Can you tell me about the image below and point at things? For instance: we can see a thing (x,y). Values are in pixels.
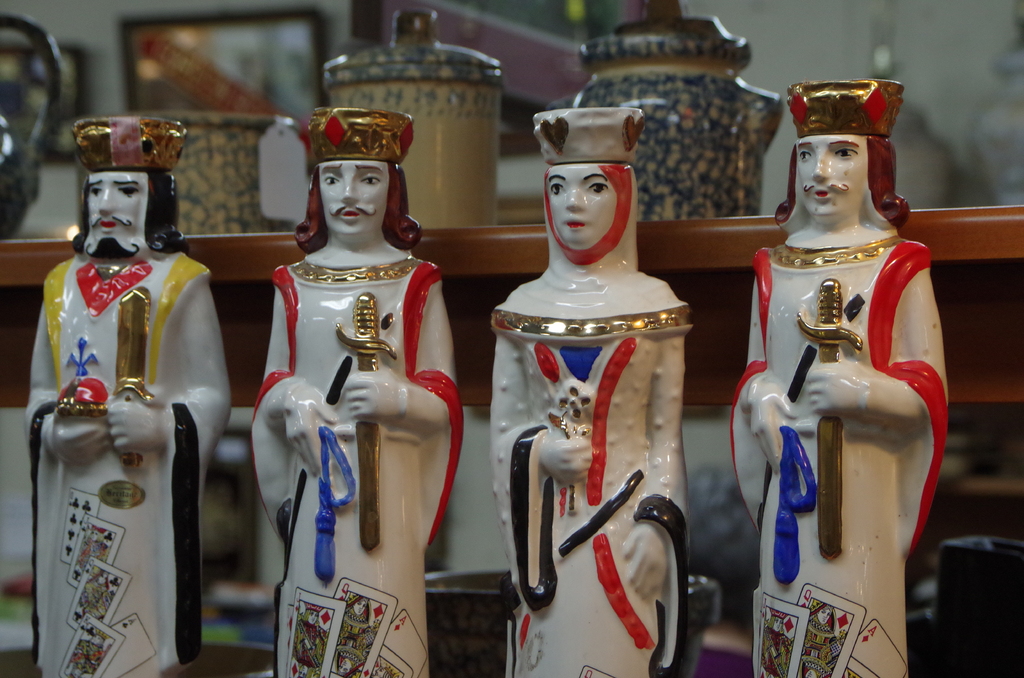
In the image there are many idols (587,378) on shelves (460,336) and behind it there are jars (706,137).
